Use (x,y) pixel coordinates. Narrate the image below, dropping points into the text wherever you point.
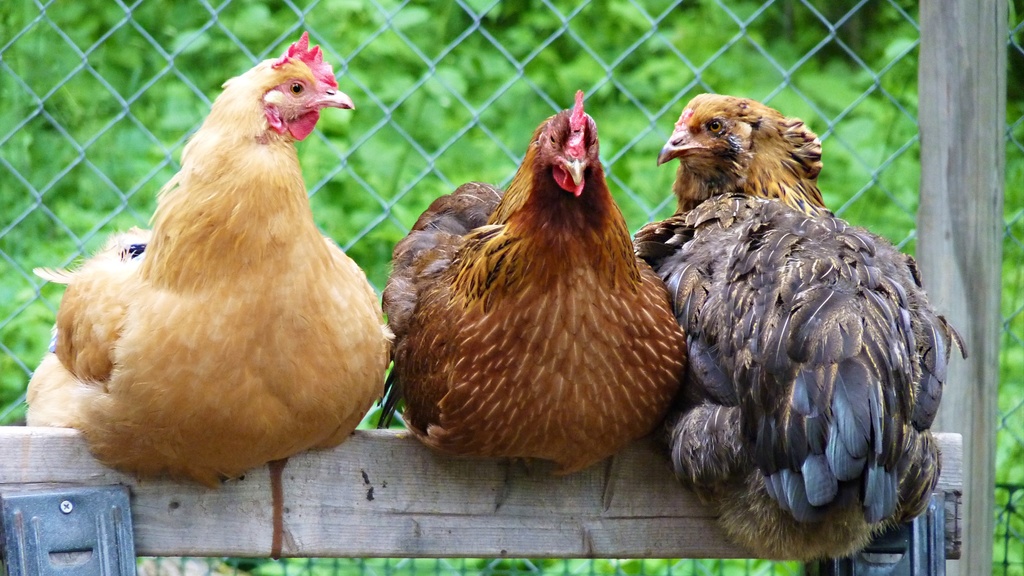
In this image we can see three hens (672,336) on the wooden object (449,511). In the background of the image (373,164), we can see the mesh (900,105) and greenery (848,66). There is a wooden pole (969,313) on the right side of the image (966,410).
